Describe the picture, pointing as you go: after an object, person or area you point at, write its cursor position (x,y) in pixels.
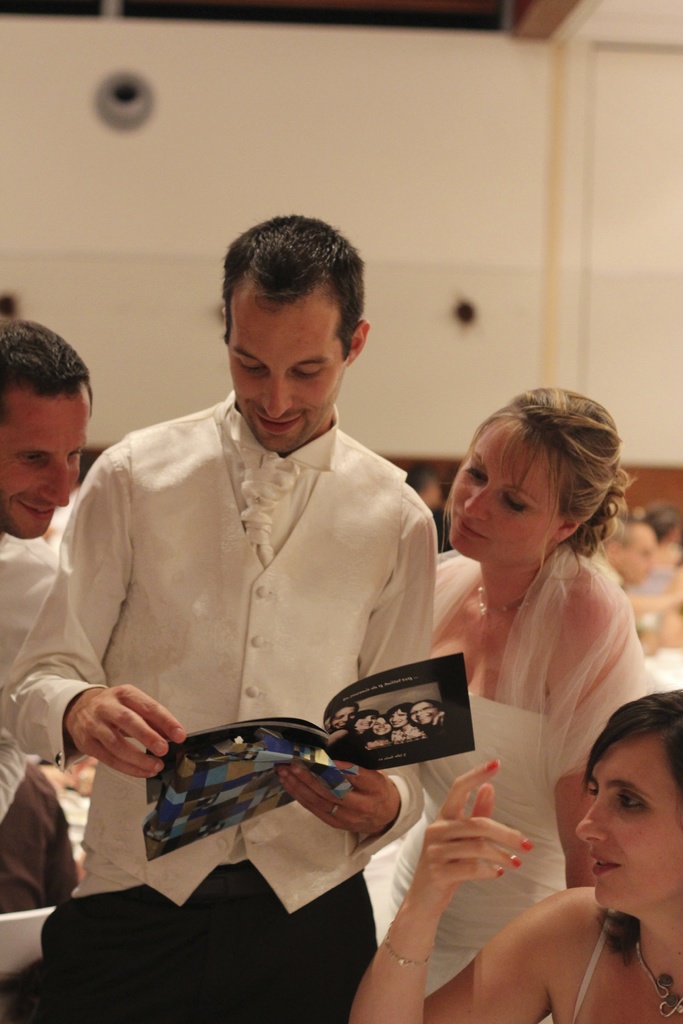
In this image I can see few persons (400,630) and a person (267,611) is holding a book (291,726) in his hand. I can see few persons (664,552) sitting and the cream colored background (478,155).
